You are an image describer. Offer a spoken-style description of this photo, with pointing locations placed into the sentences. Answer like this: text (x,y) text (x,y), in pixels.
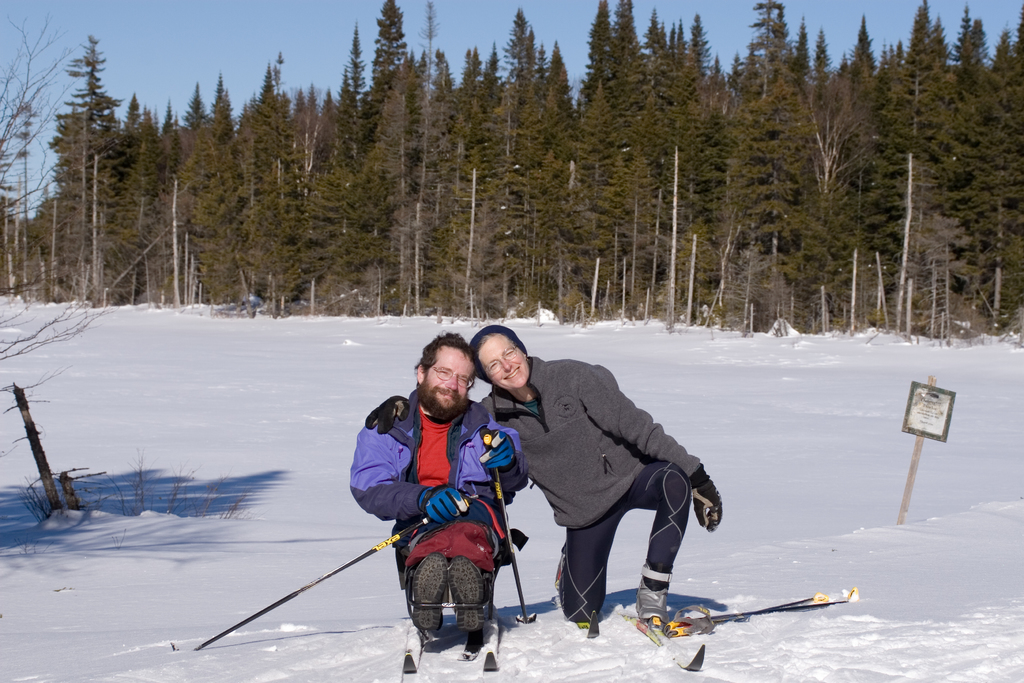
A man (460,552) is skiing on the snow (499,618), he wore coat (411,477) beside him a woman (656,574) is there, she wore coat (628,438) and smiling. This is the snow (779,576), there are trees (552,235) at the back side of an image (692,243).
